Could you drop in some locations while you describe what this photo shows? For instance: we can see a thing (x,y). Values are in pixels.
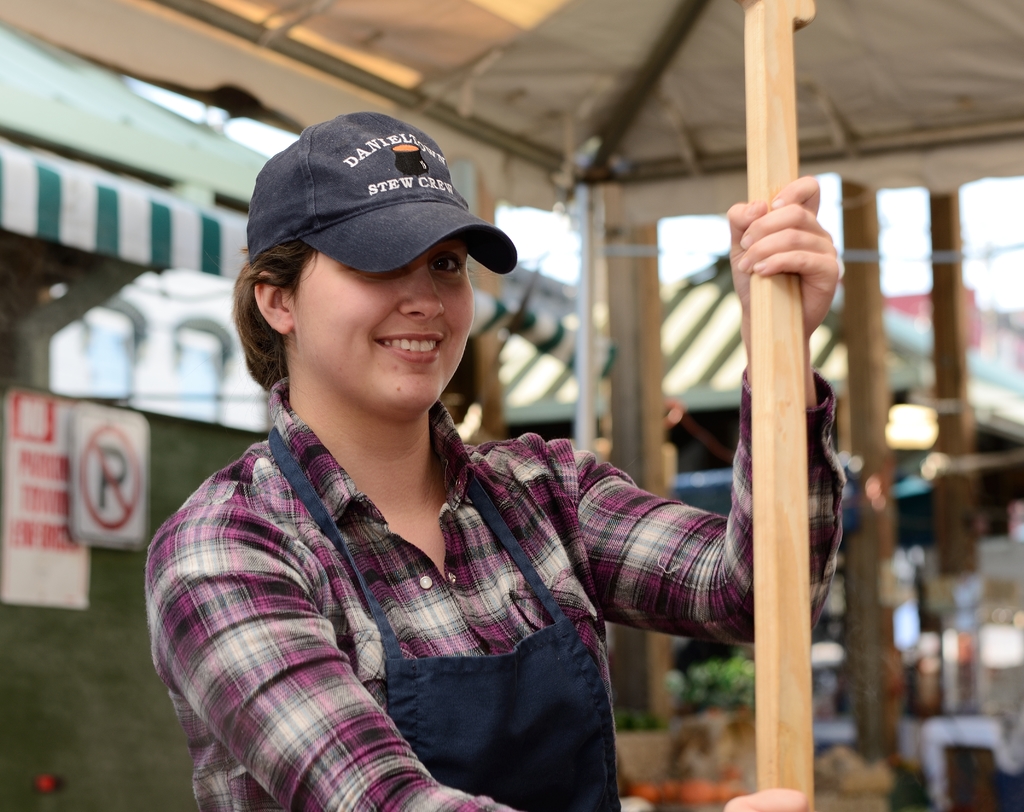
In this image we can see a woman (425,604) wearing a hat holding a stick (804,456) standing under a tent (425,119). On the backside (90,537) we can see some boards (36,545) with text (35,532) on it, some tents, pillars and the sky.
